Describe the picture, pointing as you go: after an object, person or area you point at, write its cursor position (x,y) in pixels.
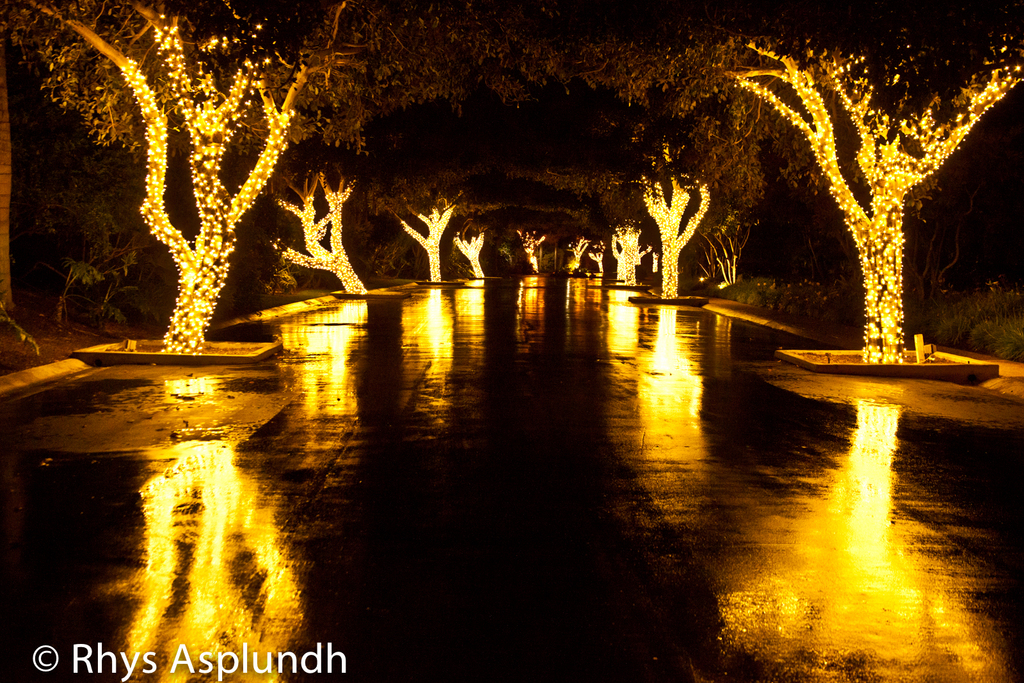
In this picture we can see trees (309,137) lighted up on either side of the road (550,391).
